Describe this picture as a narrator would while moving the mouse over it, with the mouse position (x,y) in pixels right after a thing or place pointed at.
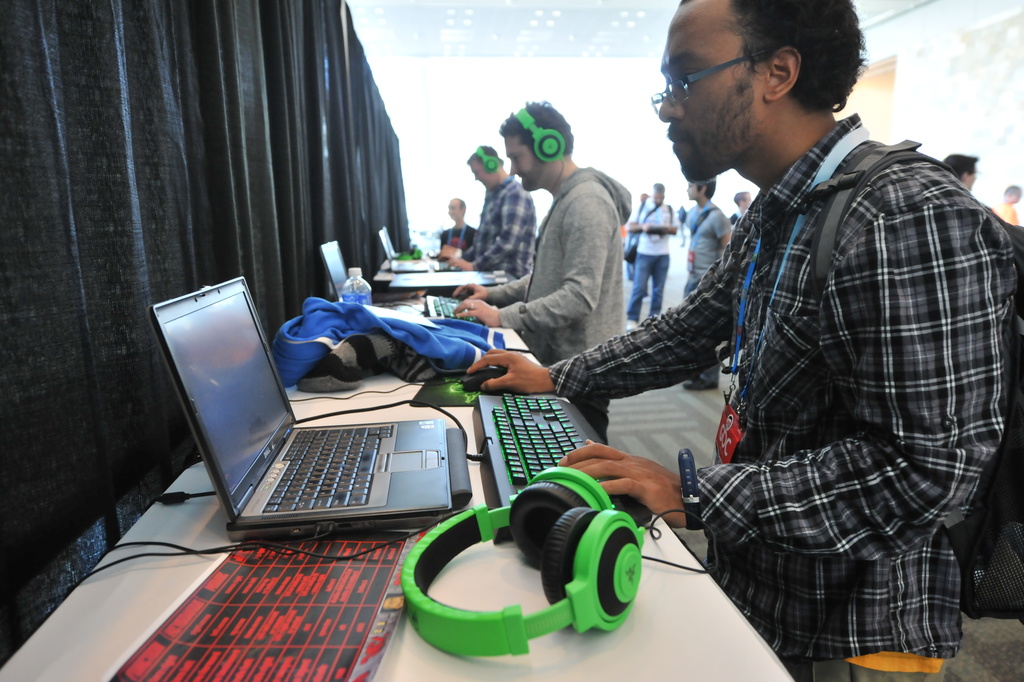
In this image I can see a group of people (729,284) are standing in front of a table (481,582) on which I can see laptops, headphones (477,612), keyboards (490,478), bottles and so on. In the background (869,121) I can see a wall (501,103), rooftop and a curtain (243,71). This image is taken may be in a hall (652,417).
